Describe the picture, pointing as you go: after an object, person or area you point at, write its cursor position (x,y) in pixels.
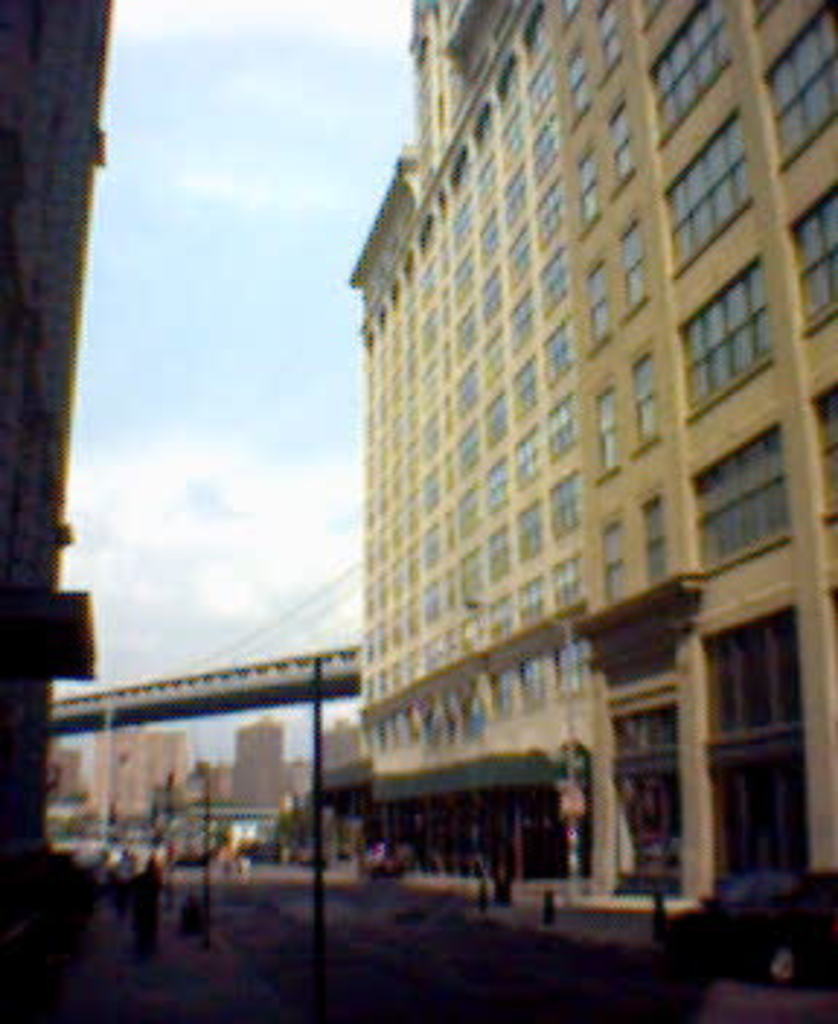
In this picture there are buildings (438,699) and poles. At the back (222,676) it looks like a bridge (203,680). There are group of people (103,871) on the road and there is a vehicle (786,965) on the road (653,955). At the top (116,325) there is sky (263,404) and there are clouds (91,486). At the bottom (312,911) there is a road (297,886).
